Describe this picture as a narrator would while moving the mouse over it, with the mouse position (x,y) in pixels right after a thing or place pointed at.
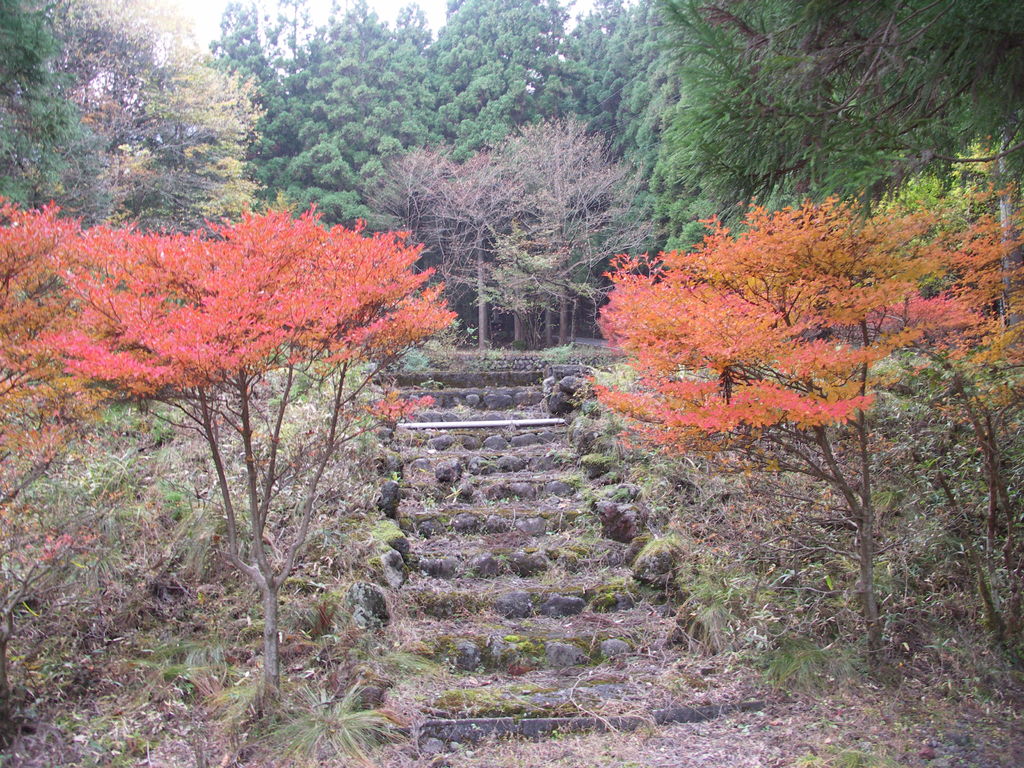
In this picture we can see few trees (621,91) from left to right. We can see few stones (387,579) and grass (694,595) is visible on the ground (678,681).
